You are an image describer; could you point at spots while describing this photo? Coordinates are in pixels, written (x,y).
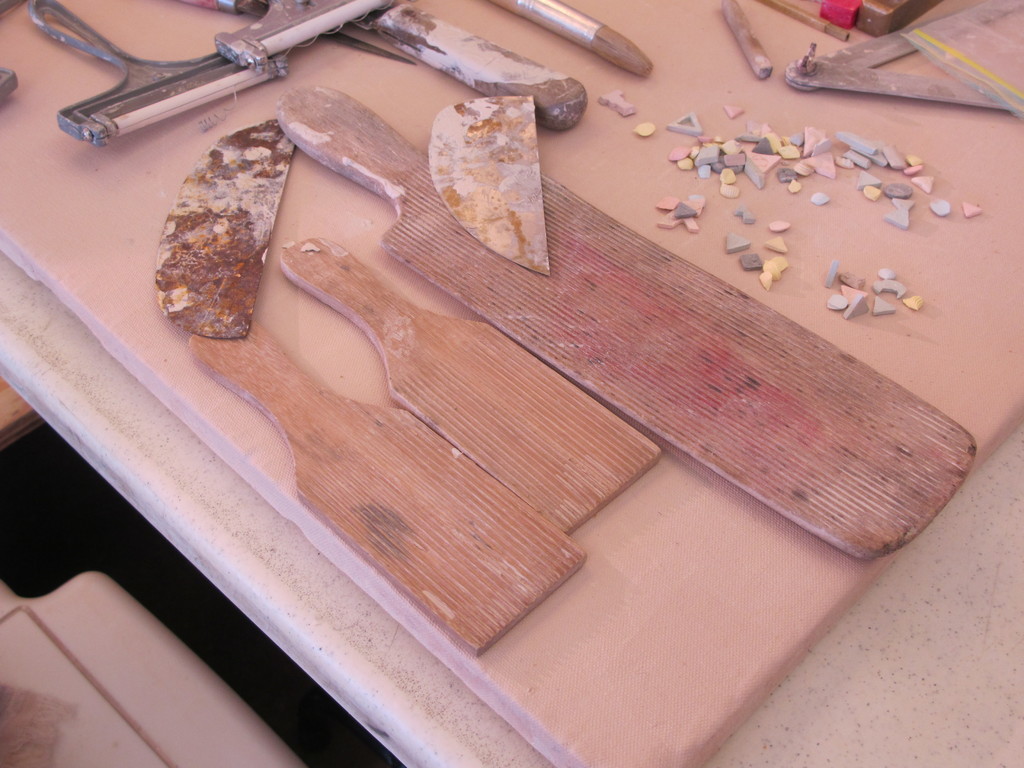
In this picture I can see the wooden objects (429,277), metal objects (139,97), plastic objects (138,120). I can see tiny objects (826,198) on the right side (860,292).
